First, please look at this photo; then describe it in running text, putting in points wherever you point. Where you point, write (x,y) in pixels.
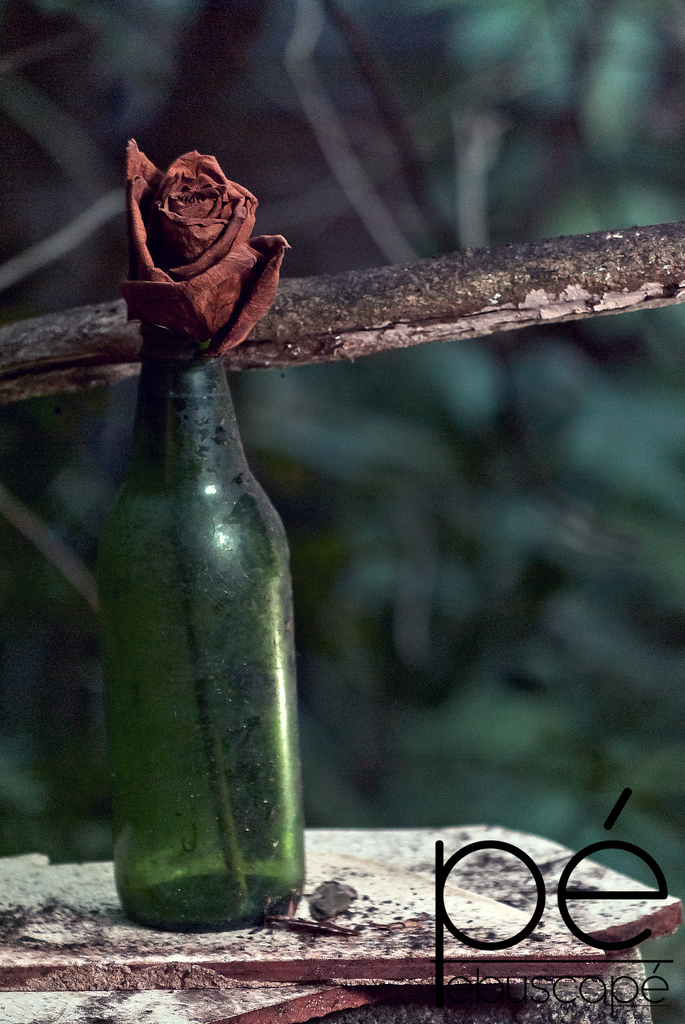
This image consists of a bottle (147,792) which has a flower (229,308) in it. The bottle (198,537) is in green color. There is P (437,844) and E (661,888) written on this image. There is a stick (677,253) in the middle (260,344).
